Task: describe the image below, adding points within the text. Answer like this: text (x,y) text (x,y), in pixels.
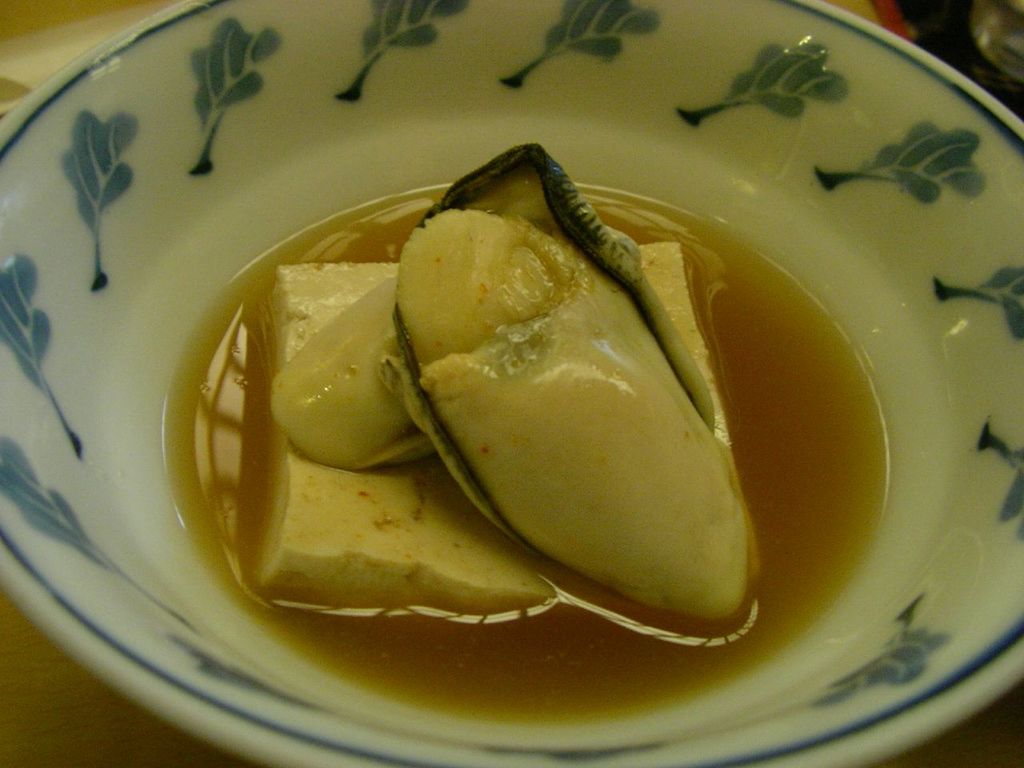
In this image I can see food item (380,369) in a bowl (125,457), which is placed on an object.
